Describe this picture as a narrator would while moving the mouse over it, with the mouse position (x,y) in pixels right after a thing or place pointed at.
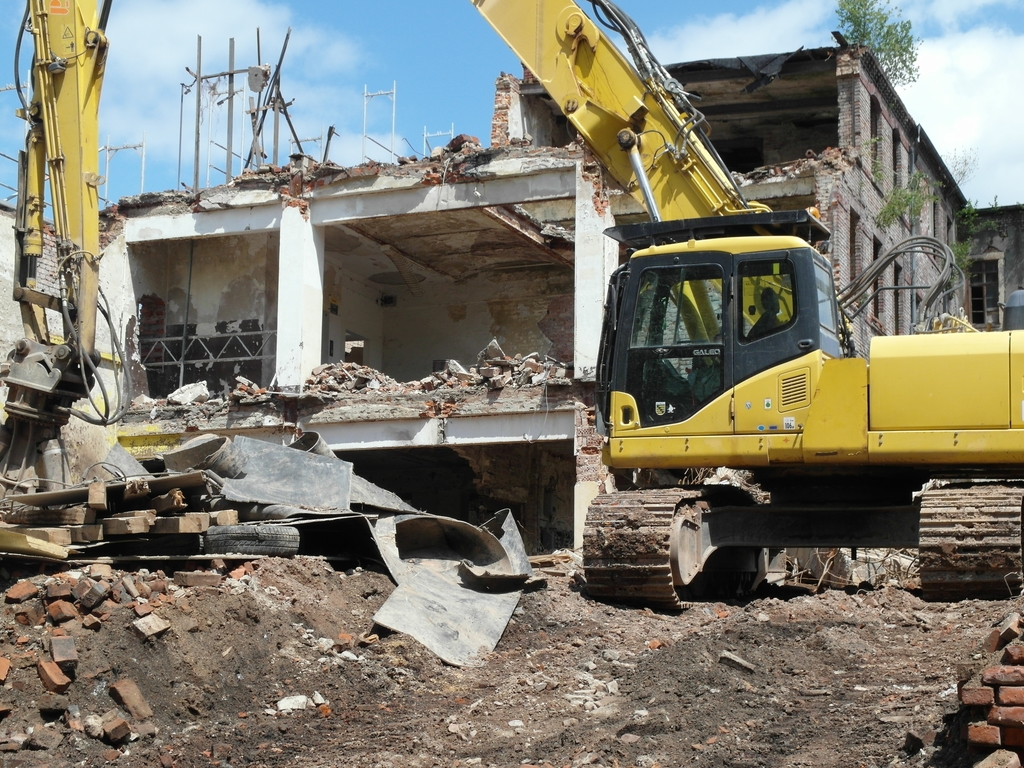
In this image, we can see a building (373,220). There is an excavator (804,378) on the right side of the image (960,390). There are wooden poles (31,537) on the left side of the image (95,500). There are bricks (57,598) in the bottom left (110,659) and in the bottom right of the image (1018,722). There is a sky (449,97) at the top of the image (409,47).
